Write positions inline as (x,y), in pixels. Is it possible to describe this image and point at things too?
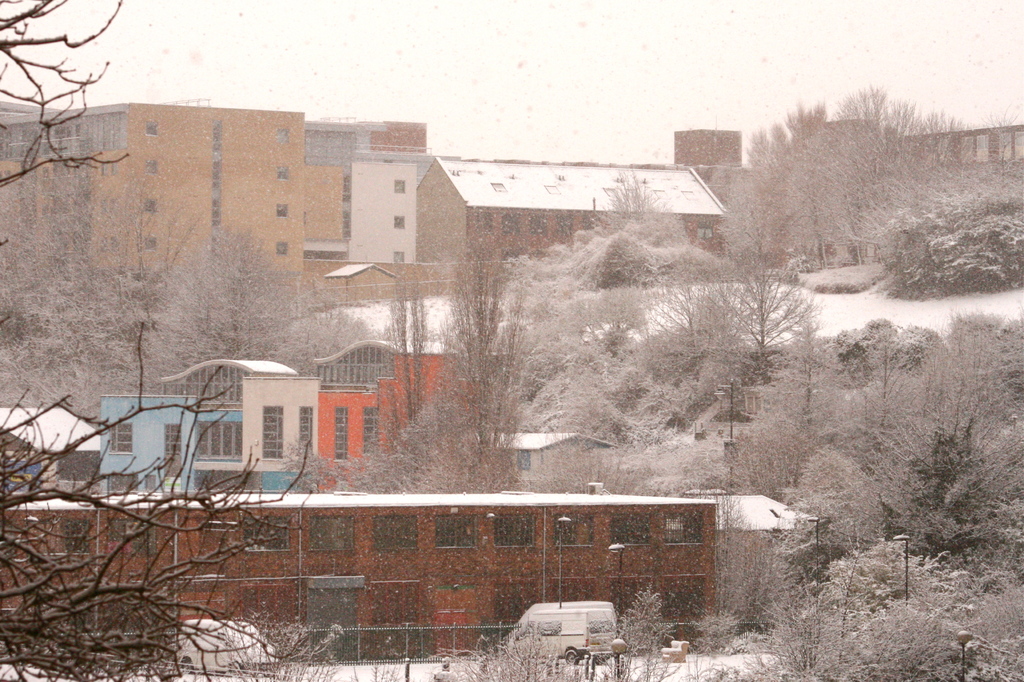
In this image we can see few buildings (254,446), there are some trees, windows (304,427), vehicles (246,627), poles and lights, also we can see the sky (764,91).
